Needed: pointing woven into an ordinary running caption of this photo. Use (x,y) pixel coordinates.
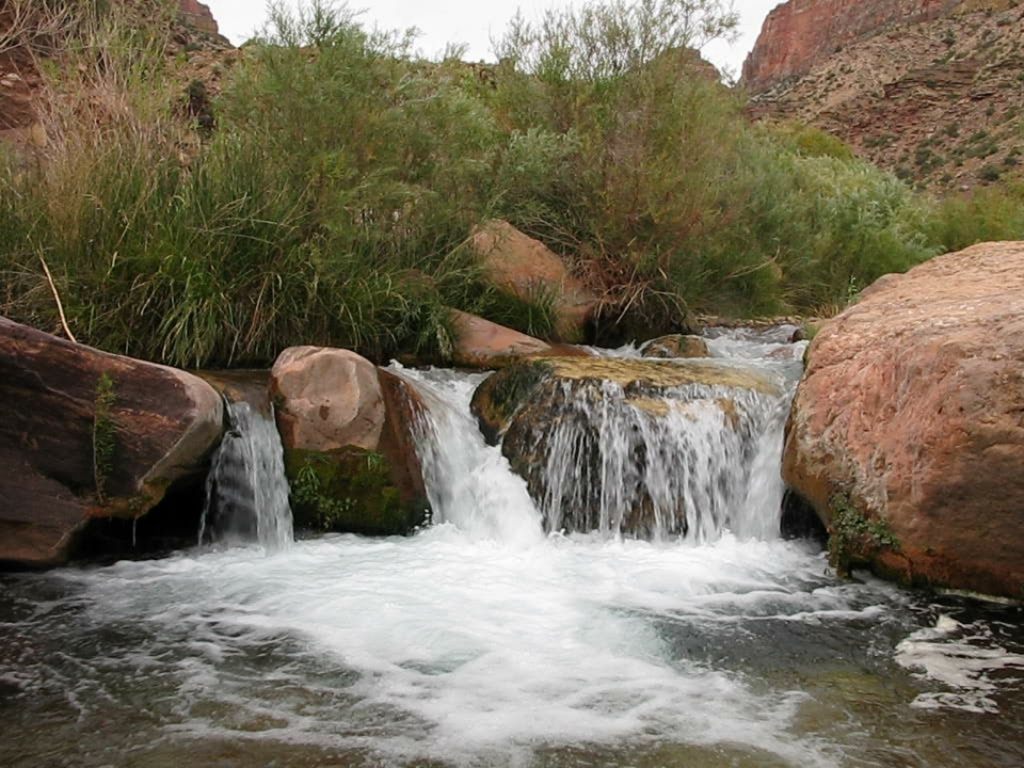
In this image there is water (176,612) flowing on the rocks (1008,450). There are plants (506,196). In the background of the image (460,35) there is sky (484,13).
